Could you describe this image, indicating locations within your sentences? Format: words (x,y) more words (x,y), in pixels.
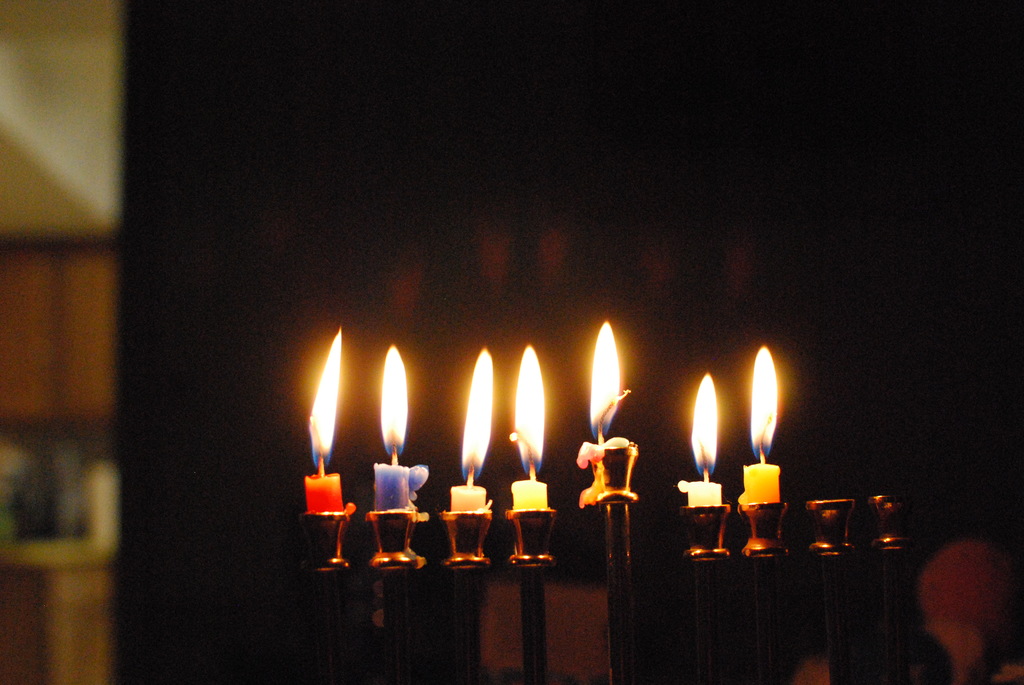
In this image in the foreground (702,564) there are some candles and some candle stands (711,541), and there is a blurry background (748,198).
